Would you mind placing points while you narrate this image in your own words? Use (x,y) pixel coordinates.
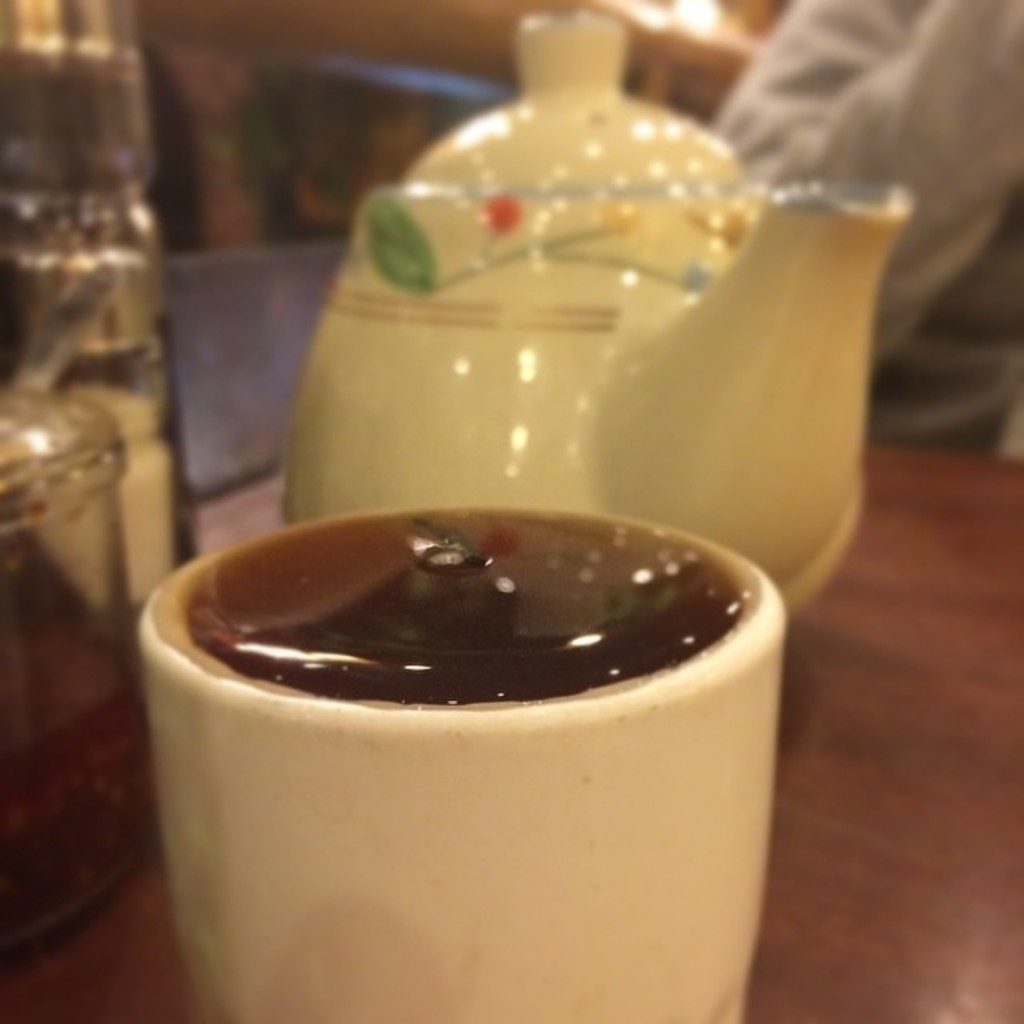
In this image there is a kettle (626,401), cup (545,571) and few objects (31,316) are on the table (929,774). Right side (913,90) there is a person (904,118) behind the table (885,526).
